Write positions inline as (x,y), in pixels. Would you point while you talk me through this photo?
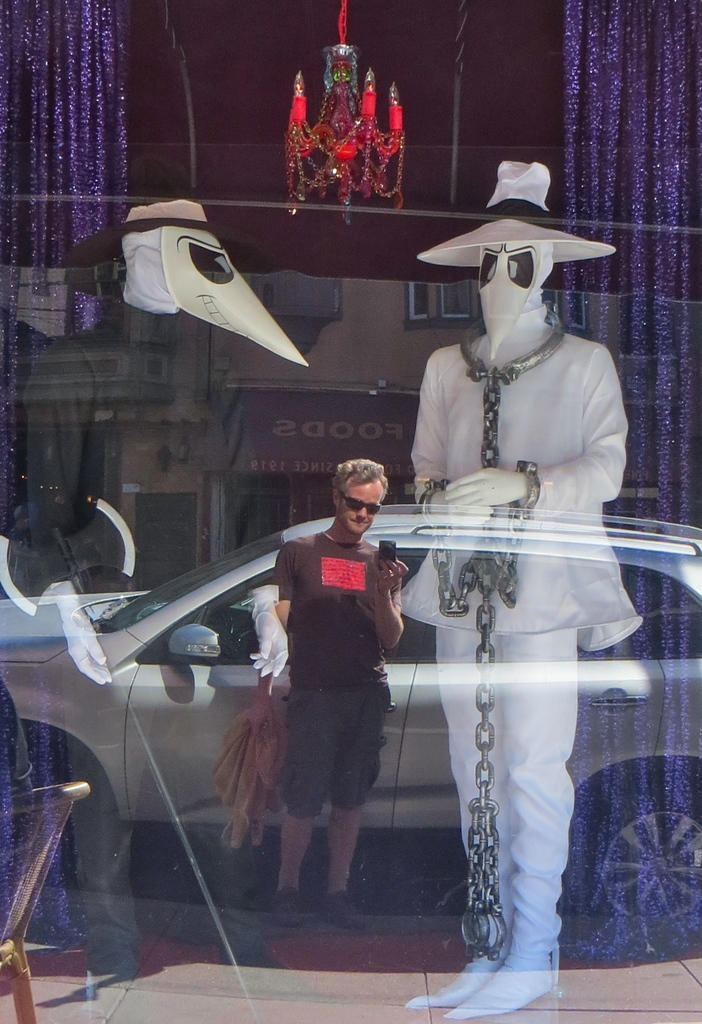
In this picture I can see couple of mannequins (433,426) in the store (332,921) and I can see reflection (451,671) of a man (366,705), car (416,670) and a building (382,429) on the glass (376,426).
